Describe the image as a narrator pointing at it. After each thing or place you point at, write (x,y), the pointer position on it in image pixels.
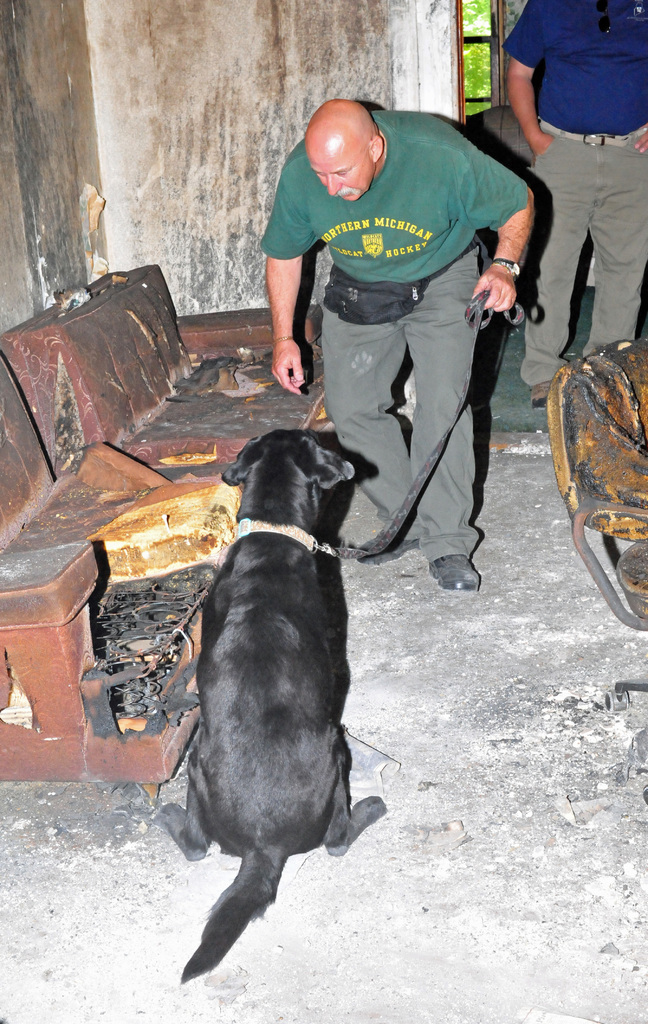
In this picture there are two men (490,226) standing. There is a dog (265,684) sitting on the floor (407,807). There is a sofa (149,441) to the left (162,362) and a tree (477,55) in the background (474,74).
